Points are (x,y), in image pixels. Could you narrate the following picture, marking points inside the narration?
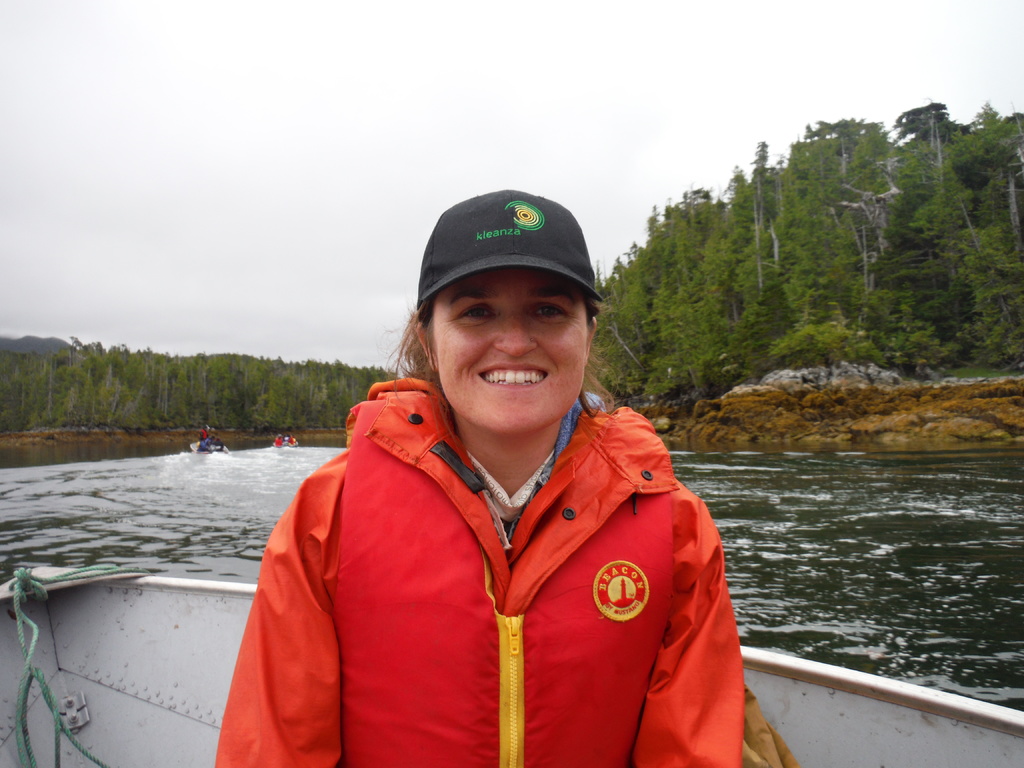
In this picture I can see a woman (240,741) seated in the boat (79,649) and I can see couple of boats (221,447) in the water (310,445) and I can see trees (231,379) and a cloudy sky (415,102) and woman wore a cap (591,271) on her head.
